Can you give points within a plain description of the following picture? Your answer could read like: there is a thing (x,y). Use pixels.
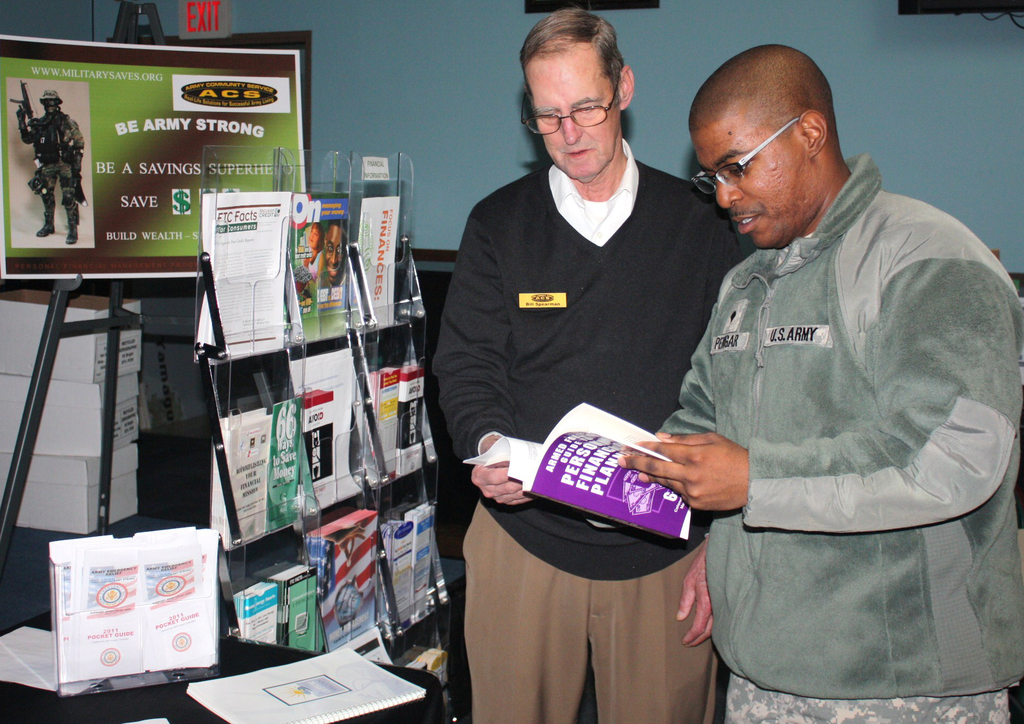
In this image I can see on the right side (826,316) two men (763,414) are standing and reading a book (624,482). They are wearing coats (703,410), trousers (699,659) and spectacles (728,177), in the middle (342,254) there are books (234,205). On the left side (149,228) there is a board (174,208) of an image (80,180), in this image a person (63,167) is standing by holding a weapon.
